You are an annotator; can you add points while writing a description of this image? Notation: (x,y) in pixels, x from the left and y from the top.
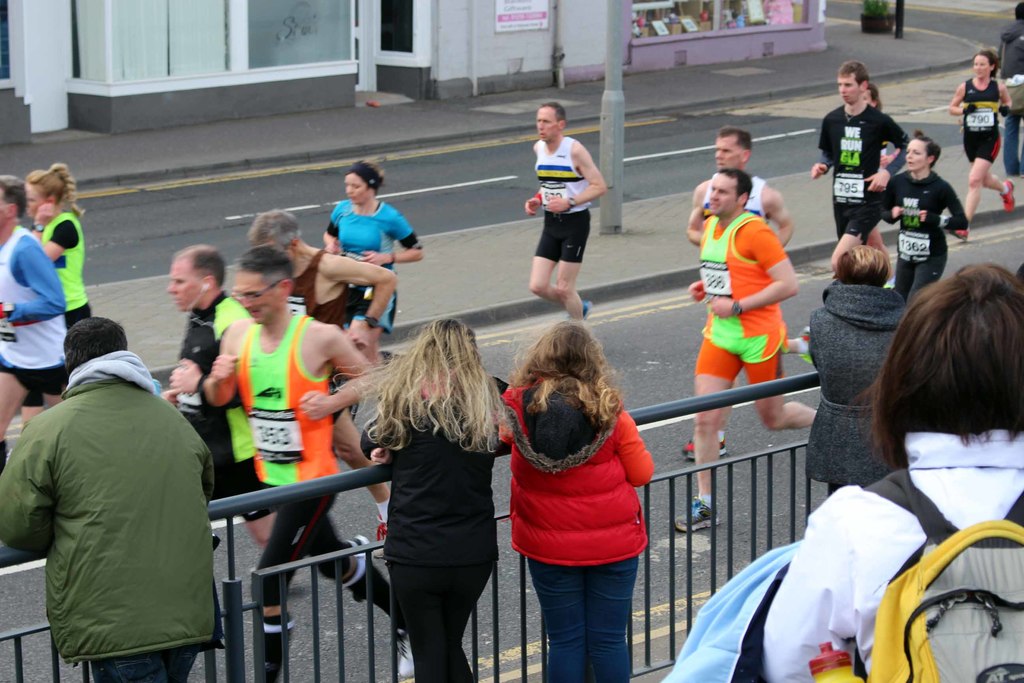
In this picture I can see, on the left side (131,545) a man (96,600) is standing, he wore coat (161,524), in the middle (405,388) two girls (557,533) are standing, they wore sweaters (496,538), few people (745,343) are running on the road (676,333). At the top (127,53) there is a glass wall (272,59).
